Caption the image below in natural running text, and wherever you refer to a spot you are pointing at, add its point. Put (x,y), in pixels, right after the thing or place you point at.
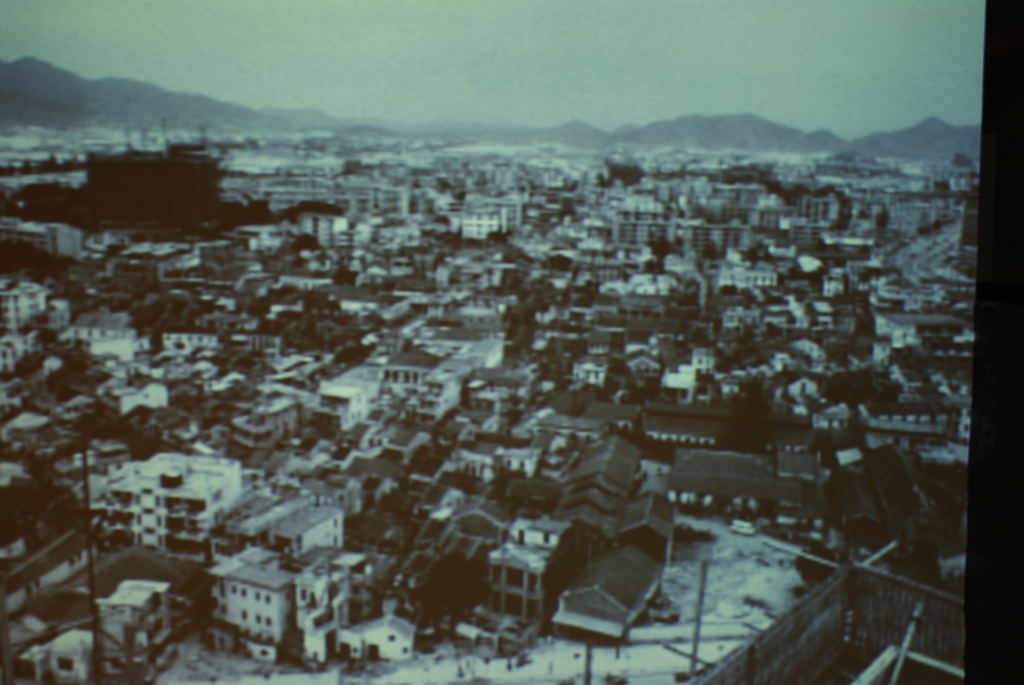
This is a black and white photography. In the photograph we can see buildings (274,470), trees (459,579), roads (680,571), railings (792,631), poles (704,567), hills (904,133) and sky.
